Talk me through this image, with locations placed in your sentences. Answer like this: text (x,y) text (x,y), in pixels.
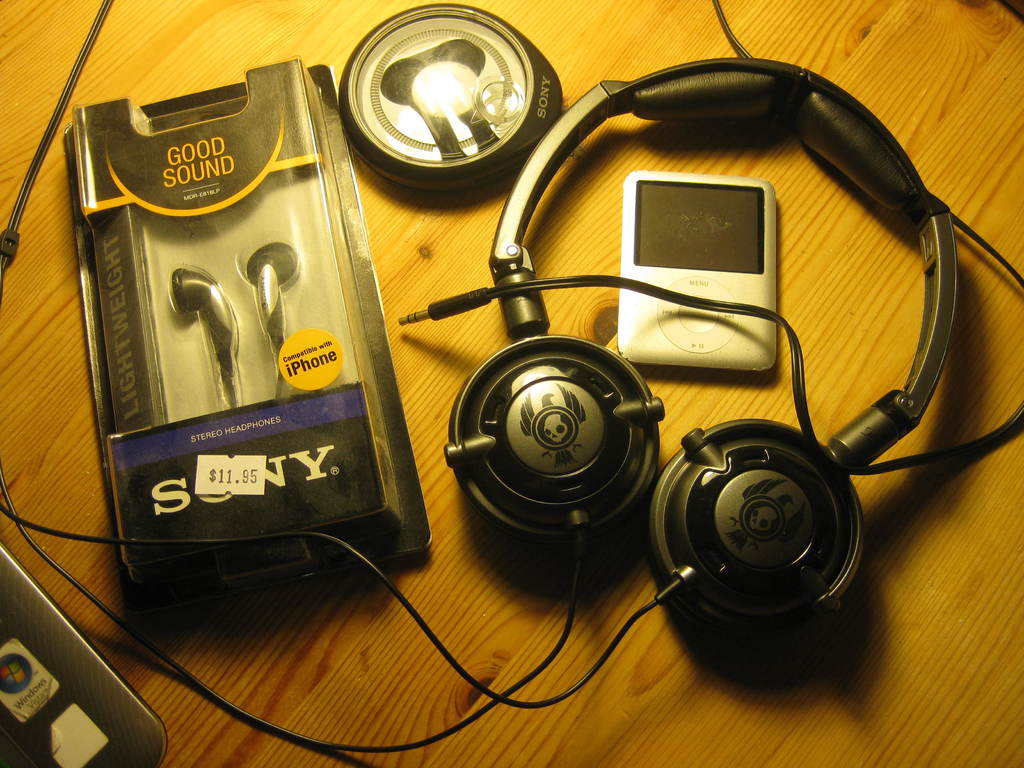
In the image on the wooden surface (938,81) there are headphones (591,441) with wire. And there are headsets (214,278) inside the packet (304,264). There is a round shape box (549,99) with headsets (440,116). And also there is an iPod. In the bottom left corner of the image (34,641) there is a part of an object (59,679) with stickers (76,712).
